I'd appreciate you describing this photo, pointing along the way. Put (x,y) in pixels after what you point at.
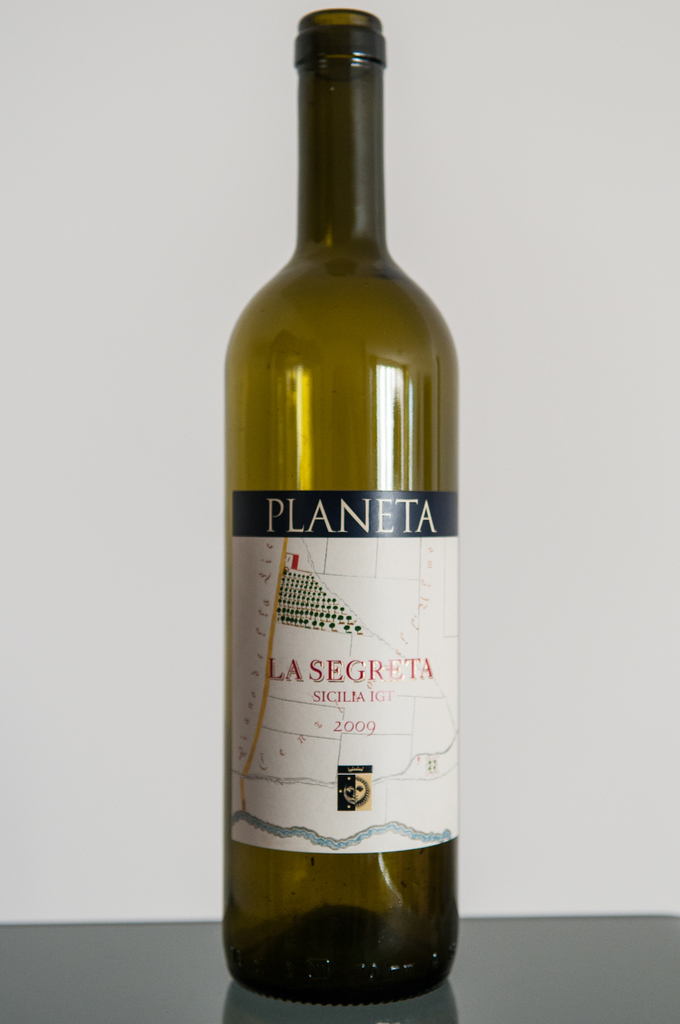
In this image, there is a beverage bottle (358,961) kept on the table (127,930). The background wall (464,417) is white in color. This image is taken inside a room (152,646).
